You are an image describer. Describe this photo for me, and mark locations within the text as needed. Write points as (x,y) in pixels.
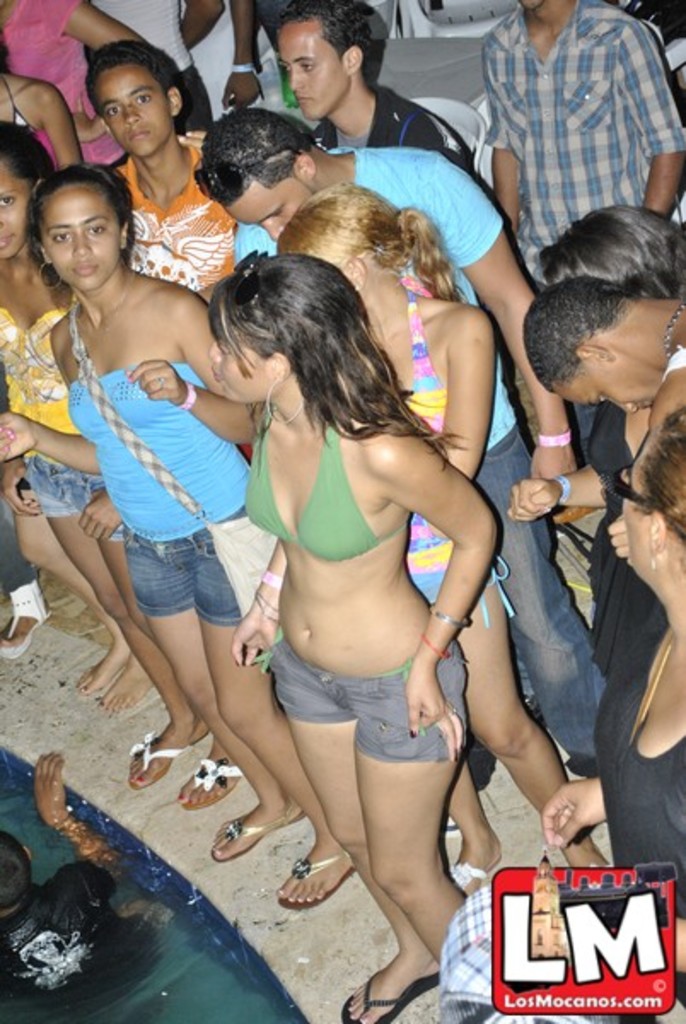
In this image I can see a crowd of people (300,204) standing on the floor (259,903). In the bottom left (73,905) there is a person (83,917) in the water (173,961). It seems to be a pool (158,905). In the bottom right (556,920) there is a logo (553,874).
